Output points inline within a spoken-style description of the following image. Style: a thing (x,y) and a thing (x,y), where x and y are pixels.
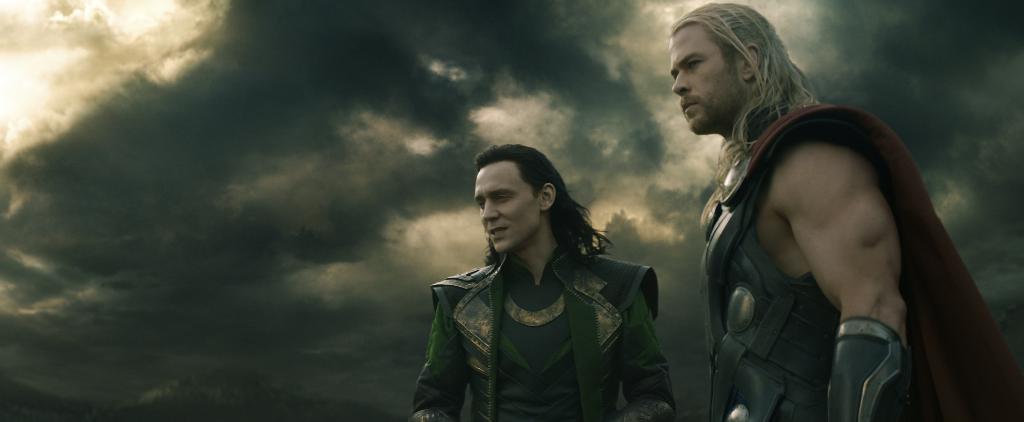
In this image, I can see two persons (606,347) are standing with fancy dresses (643,362). In the background (348,348), there is the sky (602,76).
